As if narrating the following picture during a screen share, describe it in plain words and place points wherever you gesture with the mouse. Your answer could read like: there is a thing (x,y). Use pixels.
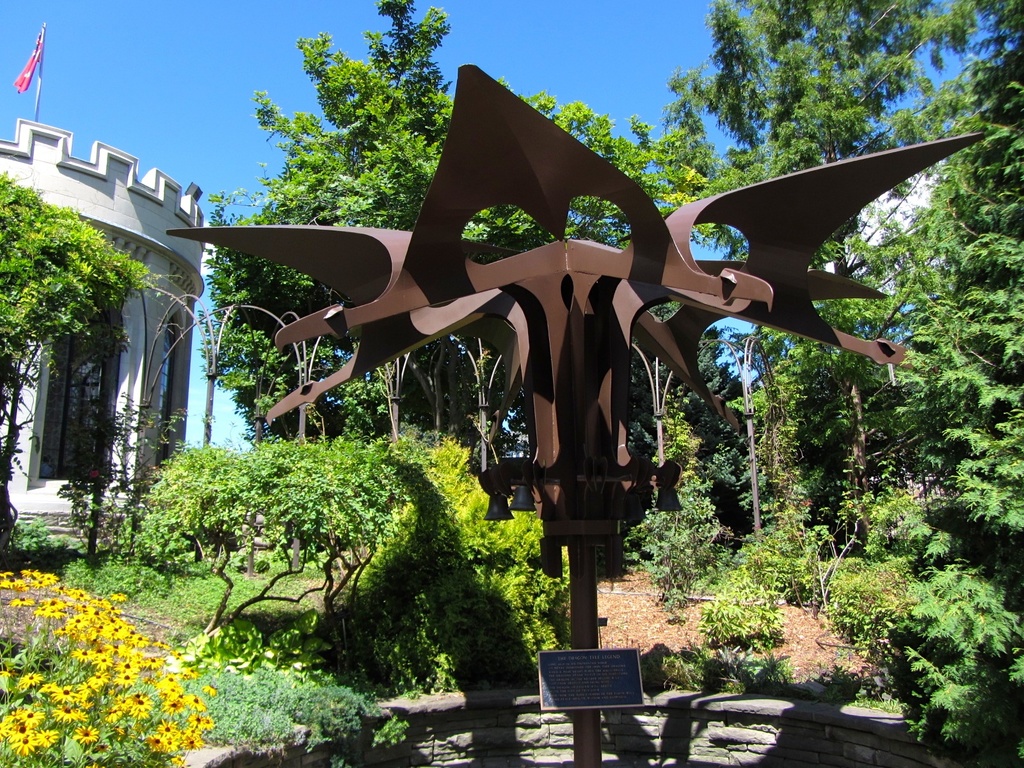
In the picture there is a metal architecture (710,280), there are flowers (46,611), plants (460,466), trees (242,284), there is a building (39,464), on building (58,420) there is a pole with the flag (34,54), there are metal arches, there is a clear sky (113,27).
